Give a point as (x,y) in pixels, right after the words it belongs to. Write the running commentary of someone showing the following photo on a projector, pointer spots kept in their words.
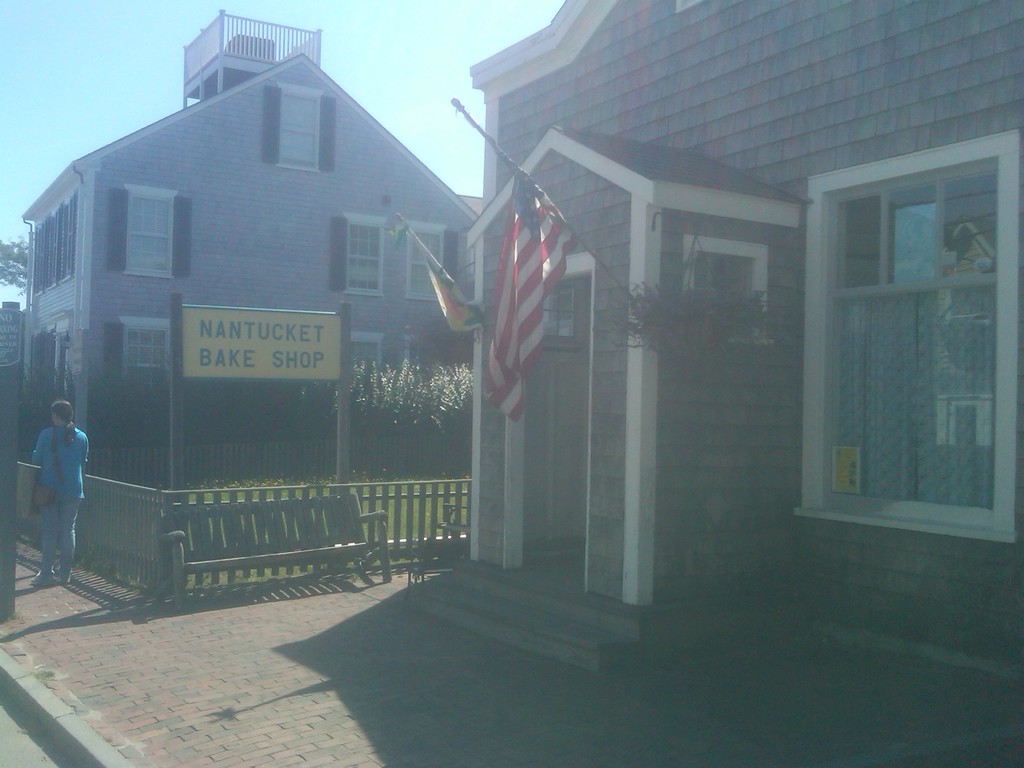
In this picture we can see houses (205,299), on the left side (60,492) there is a person (55,479) standing, on the right side (697,295) we can see flags (538,236) and a plant (684,312), there are some trees (400,403), grass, a board (225,347) and a bench (275,514) in the middle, we can see some text (279,346) on this board (259,340), there is the sky (99,57) at the top of the picture (109,97).
